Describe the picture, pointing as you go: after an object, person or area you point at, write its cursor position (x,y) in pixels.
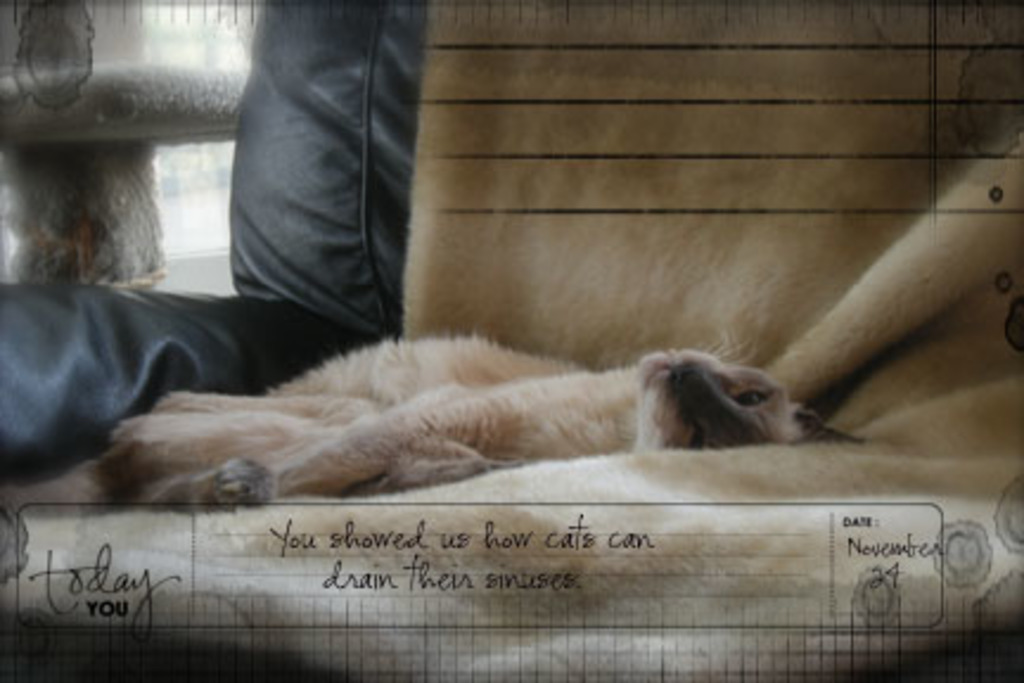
In this image we can see a cat (488,424) on the blanket (595,576). We can also see some text (440,557) beside it.
